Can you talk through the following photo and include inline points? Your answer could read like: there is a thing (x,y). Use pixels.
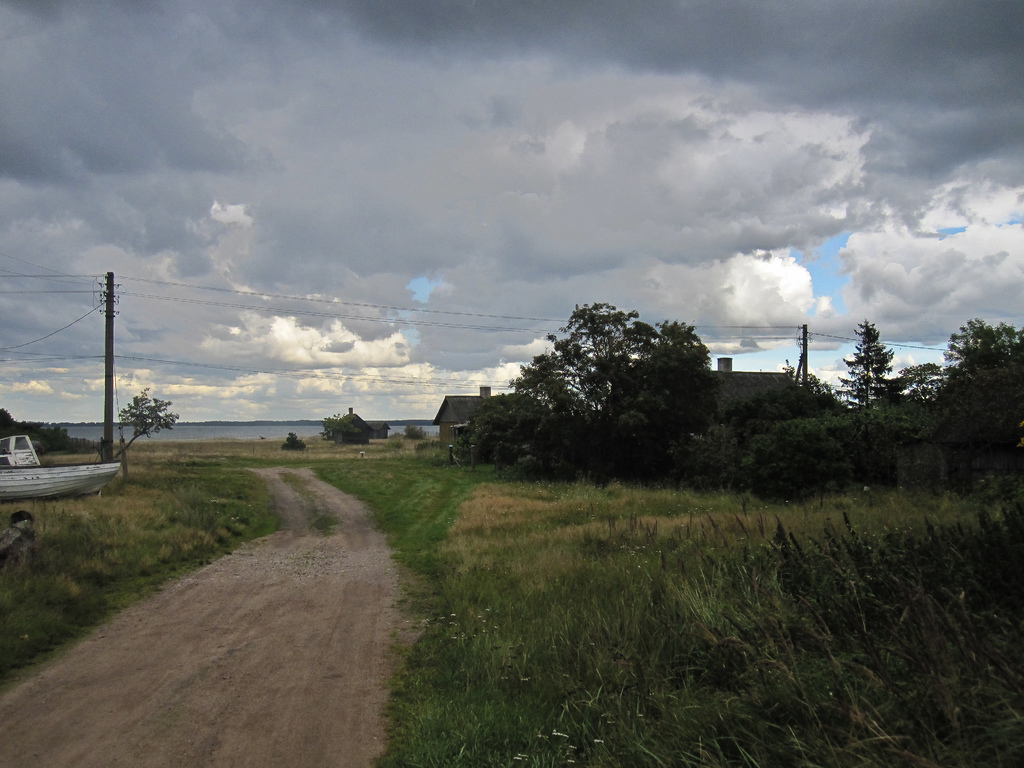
In this image I see the path (287,521) and I see the grass (524,567) and I see a boat (17,480) over here. In the background (37,435) I see the poles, wires (32,275), number of trees (646,361) and I see 2 houses (749,384) over here and I see the cloudy sky (551,154).
